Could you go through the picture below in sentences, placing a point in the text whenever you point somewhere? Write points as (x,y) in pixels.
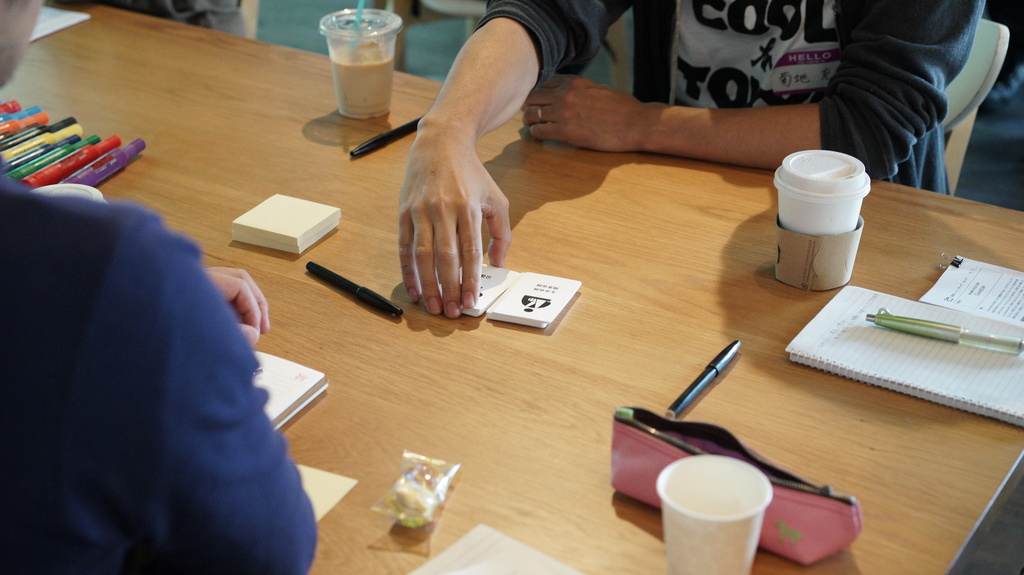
In this image on a table (344,302) there are few cards (532,297), pen (344,285), markers (90,147), cup (734,507), pouch (803,544), book (869,354), packet (402,485). In the left (53,311) one person (101,440) is sitting. In the right (769,112) top another person (761,105) is sitting, he is holding some cards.
